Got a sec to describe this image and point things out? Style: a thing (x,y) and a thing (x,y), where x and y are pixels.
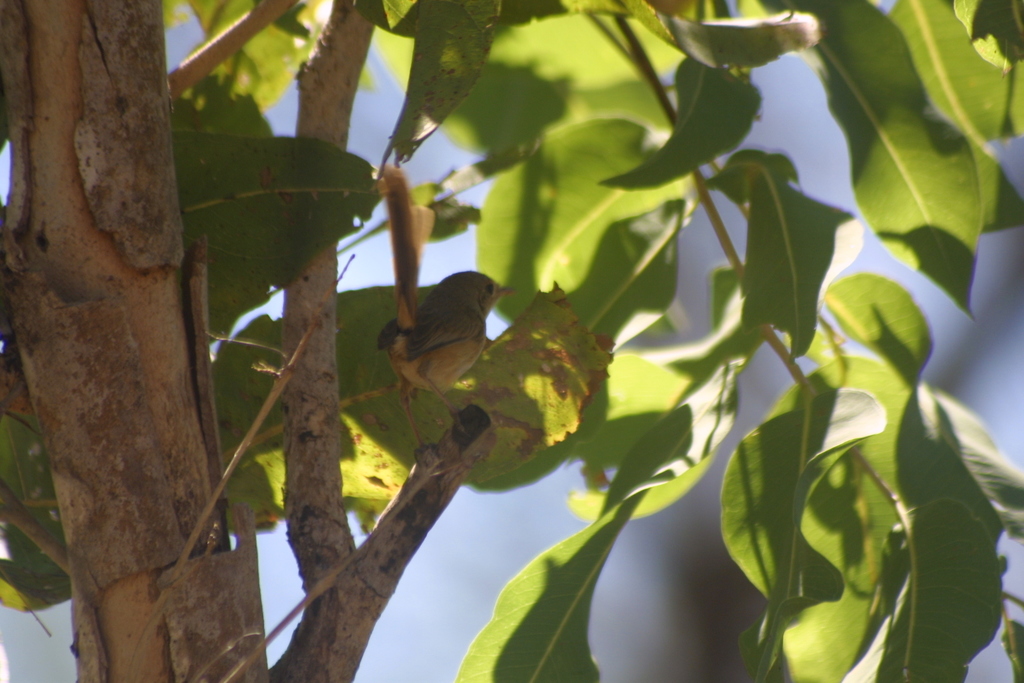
There is a bird (428,374) on a tree (325,496). In the background (490,139) there are trees (652,348).
